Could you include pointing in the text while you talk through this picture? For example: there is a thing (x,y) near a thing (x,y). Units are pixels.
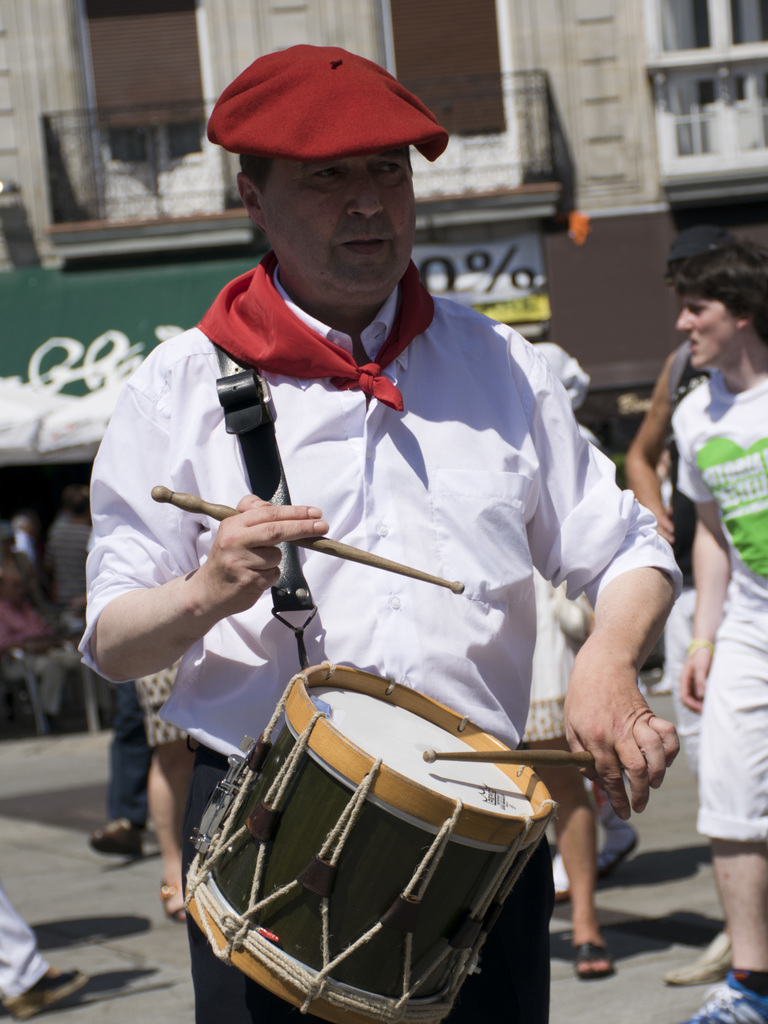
In this picture we can see man (333,353) wore red color cap (295,53), scarf (314,345) to his neck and playing drums (383,683) and in the background (599,45) we can see building (480,15) with windows (397,63), balcony (537,198) and some persons (732,520) walking.
